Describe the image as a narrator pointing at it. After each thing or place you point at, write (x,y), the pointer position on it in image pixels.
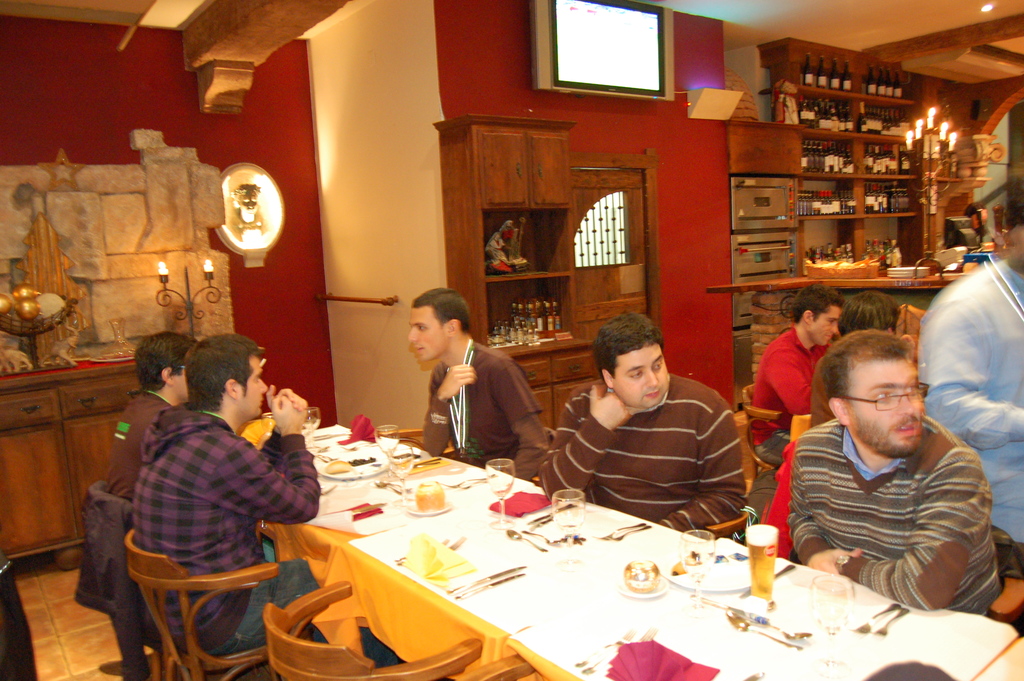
In this picture, we see five men (924,456) sitting on chair (316,665) on either side of the table (602,581). On table (549,588), we see glass (499,468), plate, spoon (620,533), fork (542,520) and a red paper (514,513) are placed on it. Behind them, we see a red wall (675,247) beside which we see rack (837,227) containing many wine bottles (839,160). On top of picture (637,78), we see television (592,67).
